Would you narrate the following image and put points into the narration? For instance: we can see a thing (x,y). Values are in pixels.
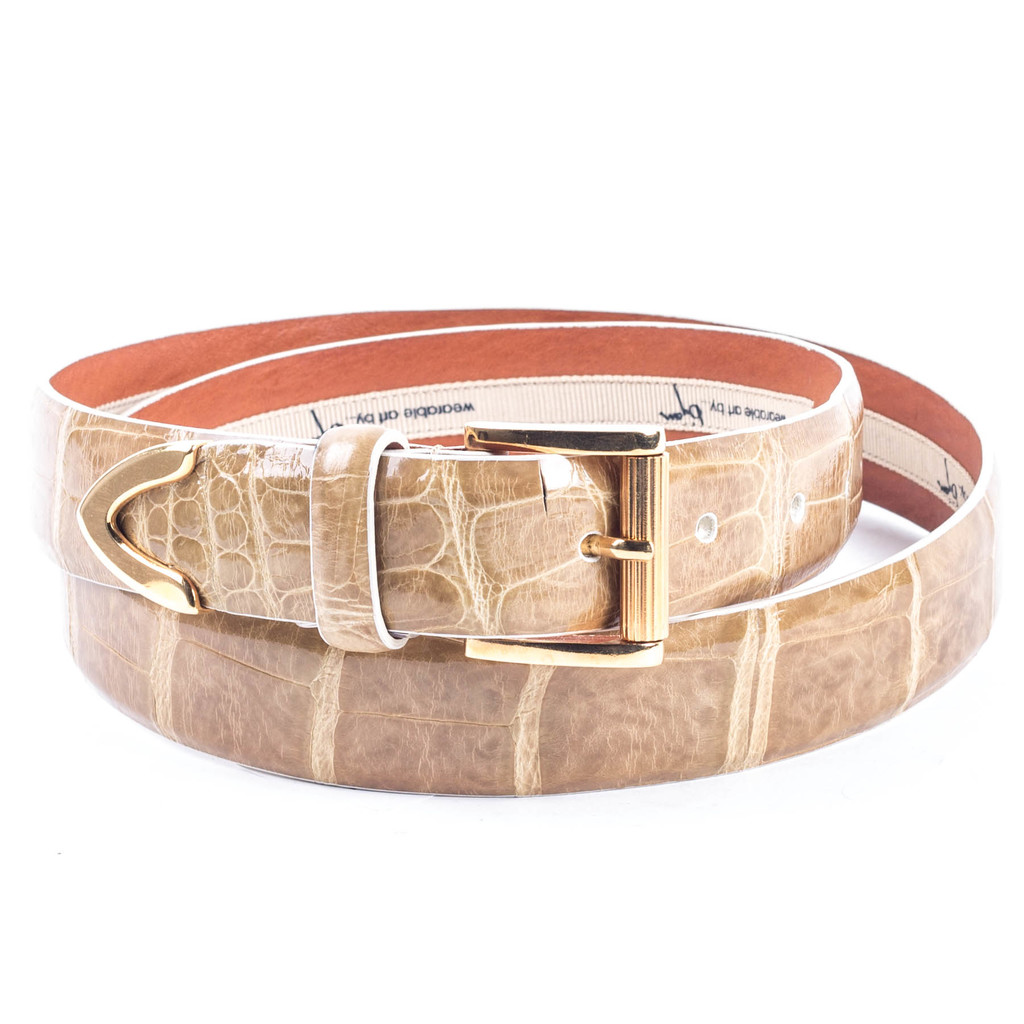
In the center of the image (640,399), we can see a belt (586,486).
